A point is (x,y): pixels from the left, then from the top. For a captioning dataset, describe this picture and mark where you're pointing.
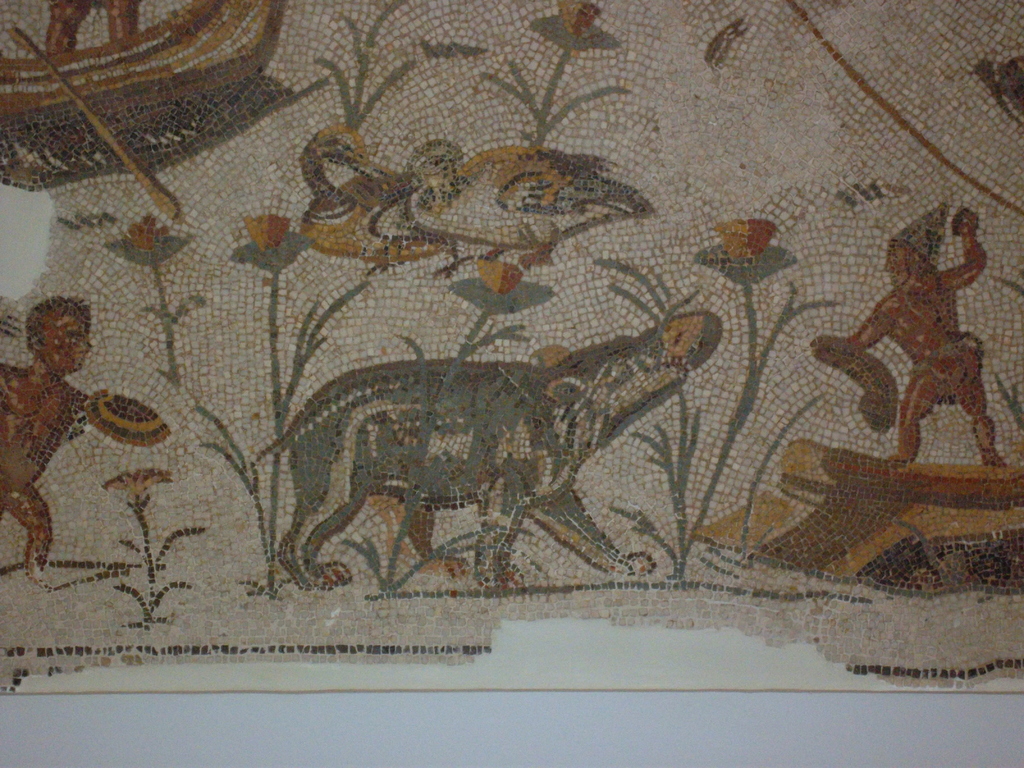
In this image there is a mosaic (789,596) with an art (142,141) of human (61,373) and animals (377,377) on the wall (369,719).
